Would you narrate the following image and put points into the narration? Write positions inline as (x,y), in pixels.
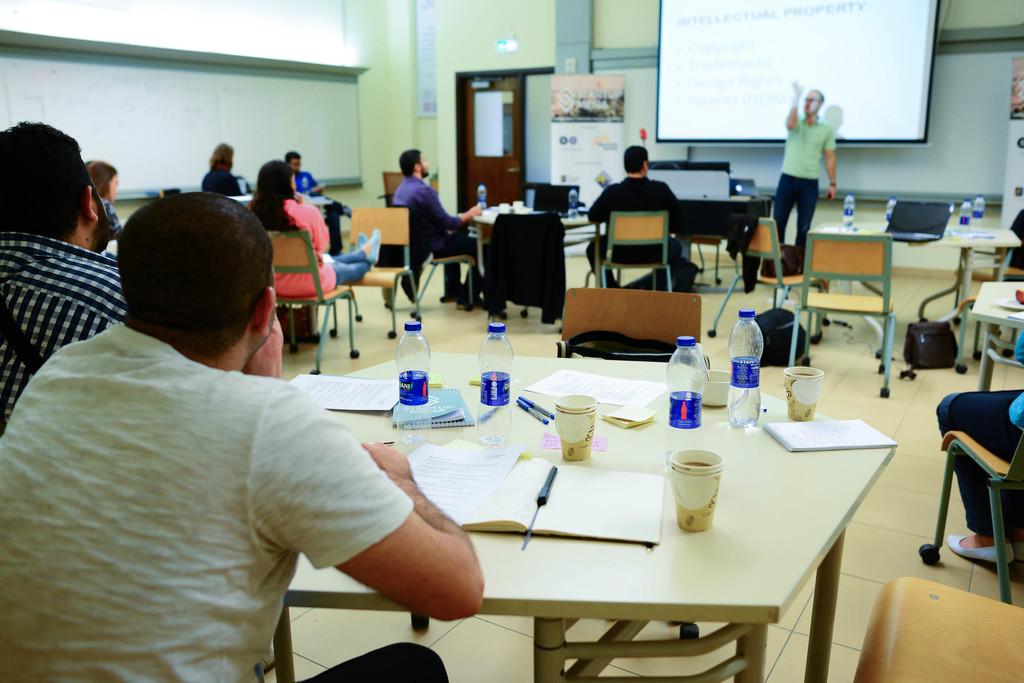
These persons (993,553) are sitting on the chairs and this person (811,126) standing. On the background (663,36) we can see wall (446,148), door (476,158), banner (599,123), screen (797,24). This is floor (423,310). We can see bottles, laptops (932,213), cups (807,396), books (636,490), papers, pens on the tables (643,447).
